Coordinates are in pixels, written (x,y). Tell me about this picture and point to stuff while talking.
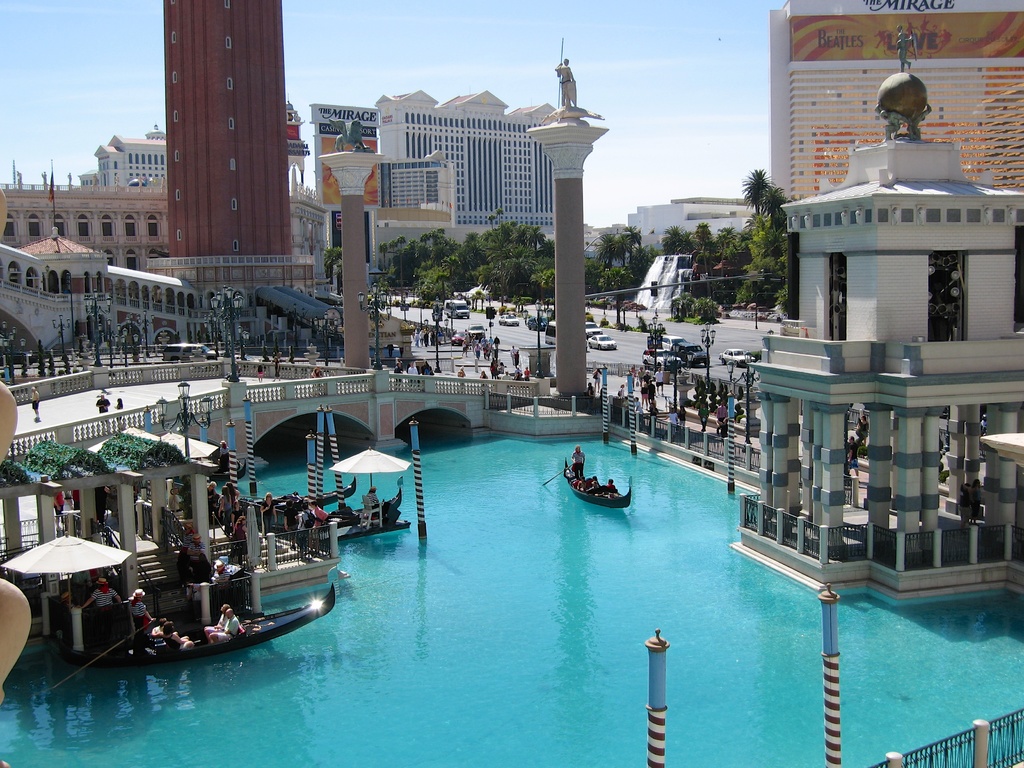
In this image, there are a few people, buildings (979,138), poles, pillars (568,221), trees (544,235), plants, vehicles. We can see some water (548,582) with boats (230,642). We can see some umbrellas (371,466) and the fence (557,399). We can see some boards (854,22) with text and images (816,39). We can see the ground (719,338) with some objects (707,326). We can see the sky (697,12).
